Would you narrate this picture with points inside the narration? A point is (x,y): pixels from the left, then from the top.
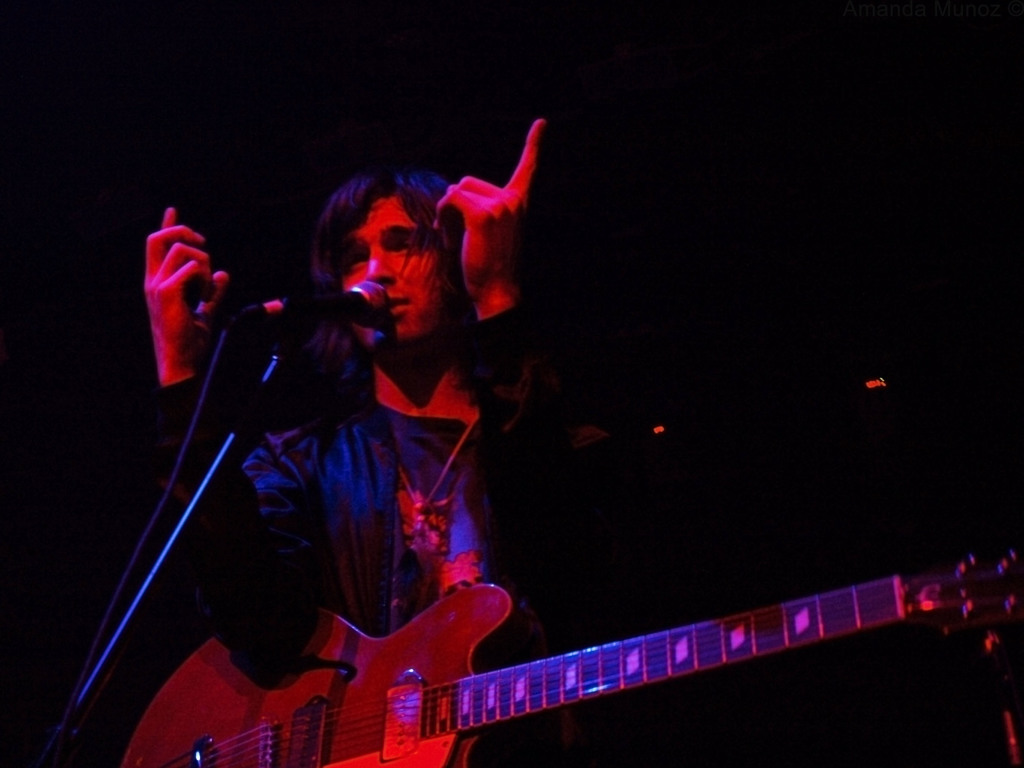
Here is the man (396,406) standing and singing a song. He is holding guitar (445,683). This is the mic (351,302) attached to the mike stand (191,504). The background (99,406) is dark.
